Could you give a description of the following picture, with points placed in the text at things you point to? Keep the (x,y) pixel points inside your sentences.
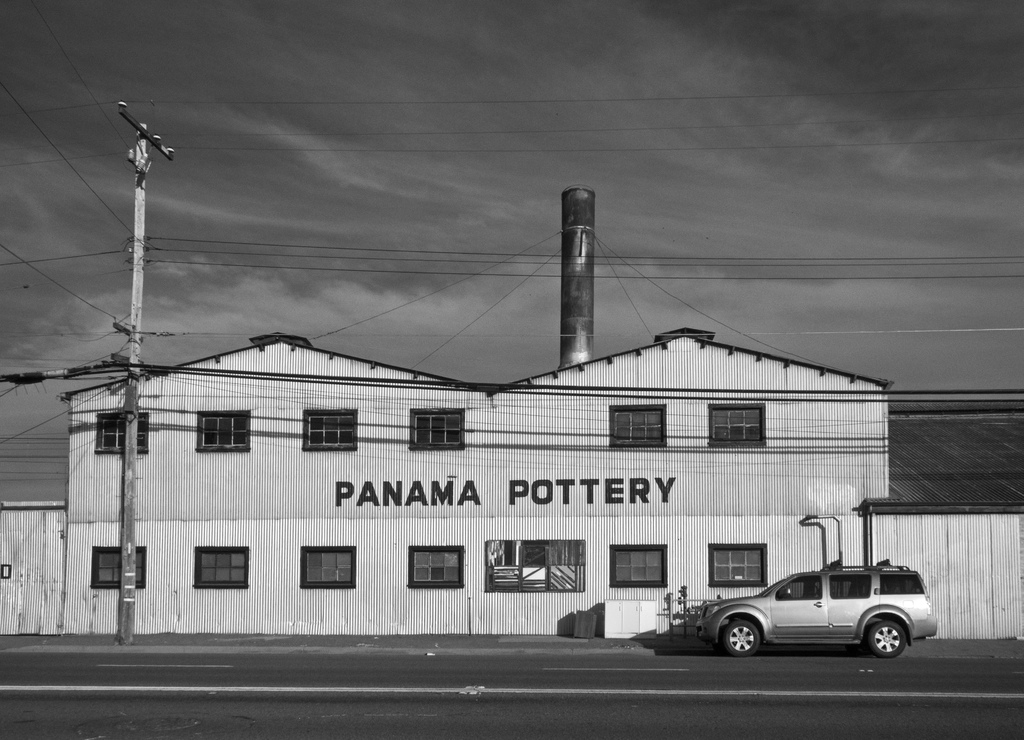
In this picture we can see a vehicle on the road (703,688), here we can see a building (294,626), electric pole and some objects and we can see sky (691,244) in the background (691,244).
